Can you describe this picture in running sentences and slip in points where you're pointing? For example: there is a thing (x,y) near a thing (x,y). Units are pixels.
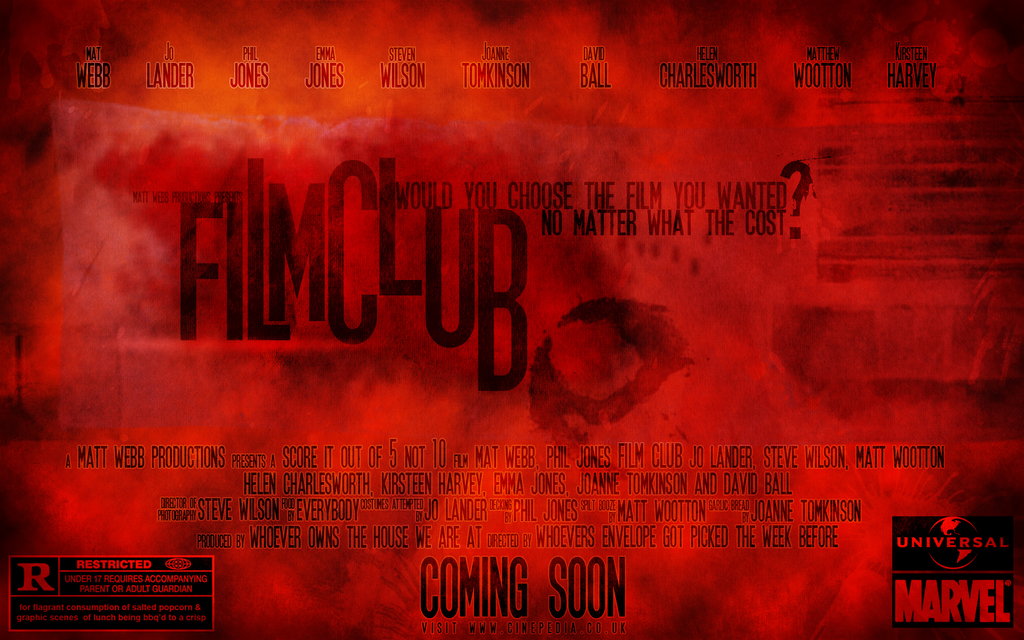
In the image in the center (461,239) we can see one poster (484,477). On the poster (618,499), we can see something written on it.
